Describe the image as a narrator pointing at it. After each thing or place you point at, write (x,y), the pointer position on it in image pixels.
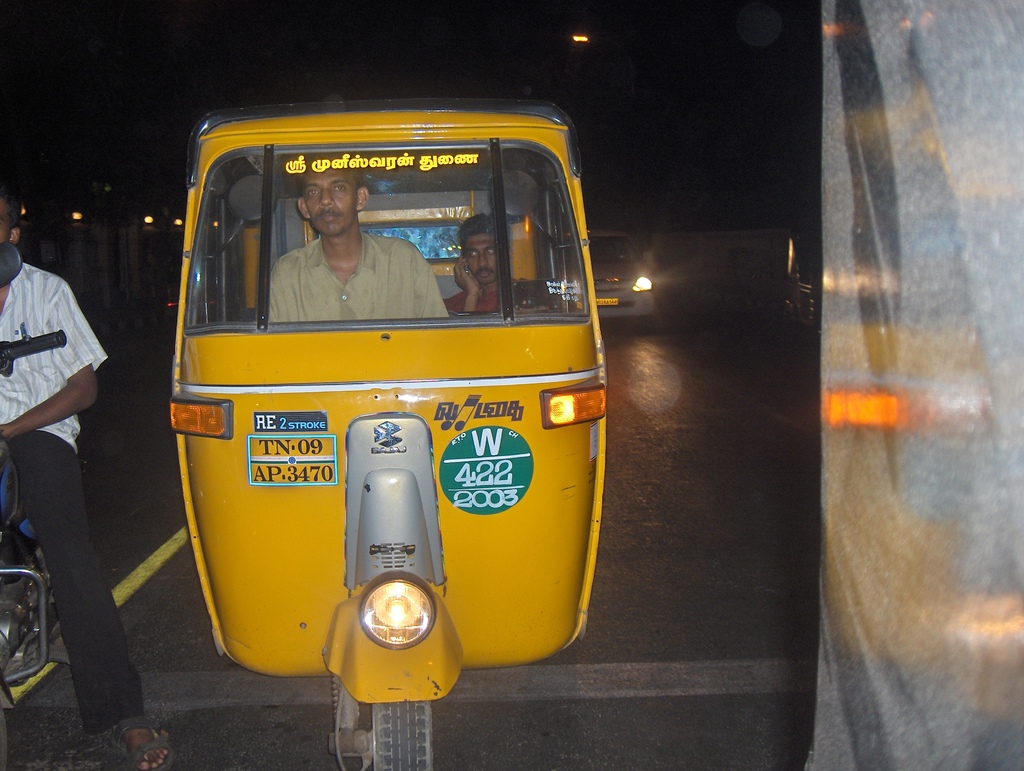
In this image I can see a person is driving a auto rickshaw (365,579) on the road (558,712) and a person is sitting. In the background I can see vehicles (623,298) on the road (120,353) and the sky (376,68). This image is taken during night on the road (602,660).
